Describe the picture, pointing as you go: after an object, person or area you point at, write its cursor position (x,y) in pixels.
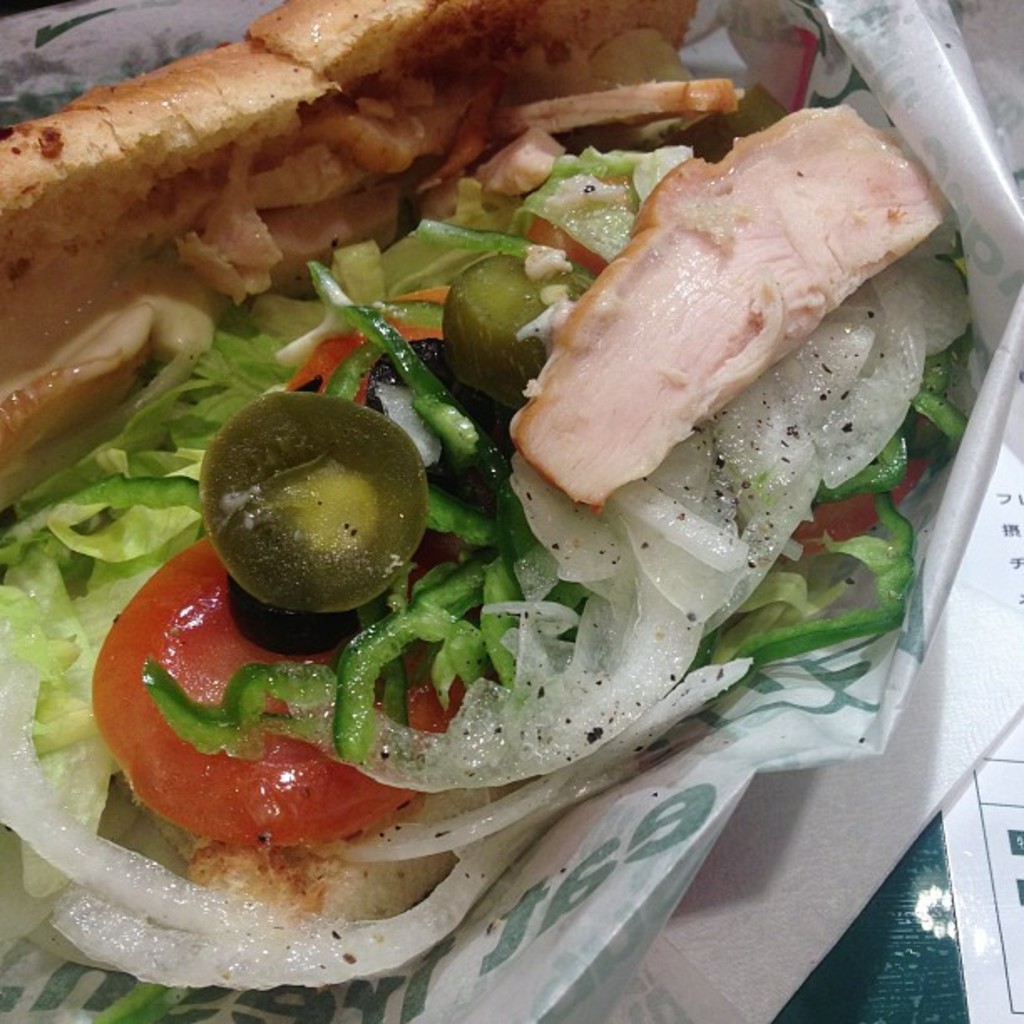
This image consists of some food item (302,276) which is in the cover (614,846). On the right side (961,763), I can see the tissue papers (946,766).
